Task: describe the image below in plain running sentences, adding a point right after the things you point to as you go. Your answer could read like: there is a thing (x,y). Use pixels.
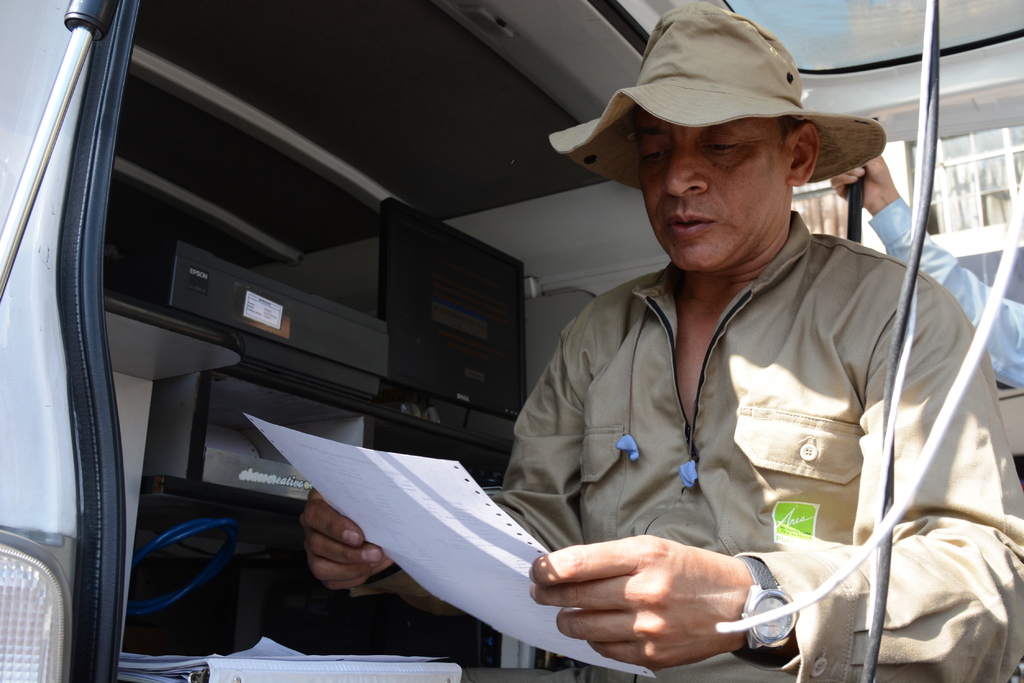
In this image there is a man (713,139) with a hat (731,114) and a paper (505,531) and he is standing under the roof (600,83) of a vehicle (550,36). In the vehicle (248,646) there are papers (276,662), blue color wire (180,530), black color box (250,328) and a monitor (428,289). In the background (1008,330) there is also some person (995,325).
